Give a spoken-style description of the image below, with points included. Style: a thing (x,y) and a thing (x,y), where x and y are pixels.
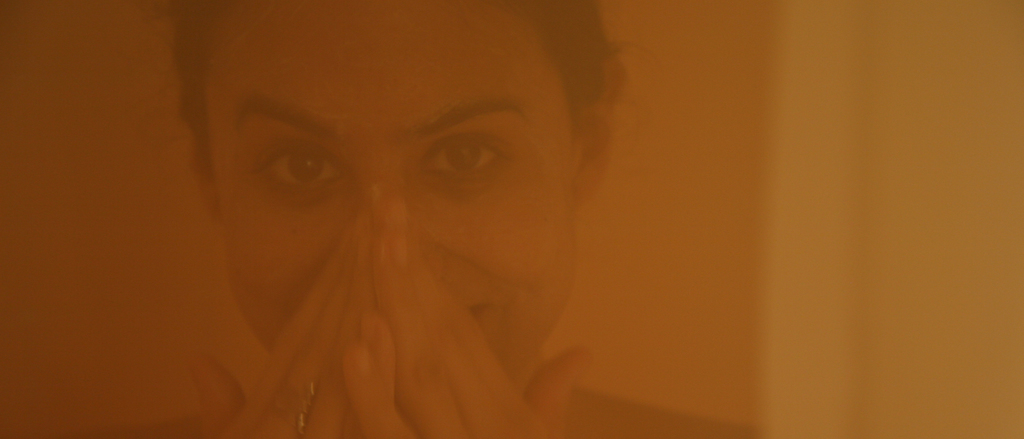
In this image I can see the person's face (393,175). I can see the image is in orange and yellow color.
